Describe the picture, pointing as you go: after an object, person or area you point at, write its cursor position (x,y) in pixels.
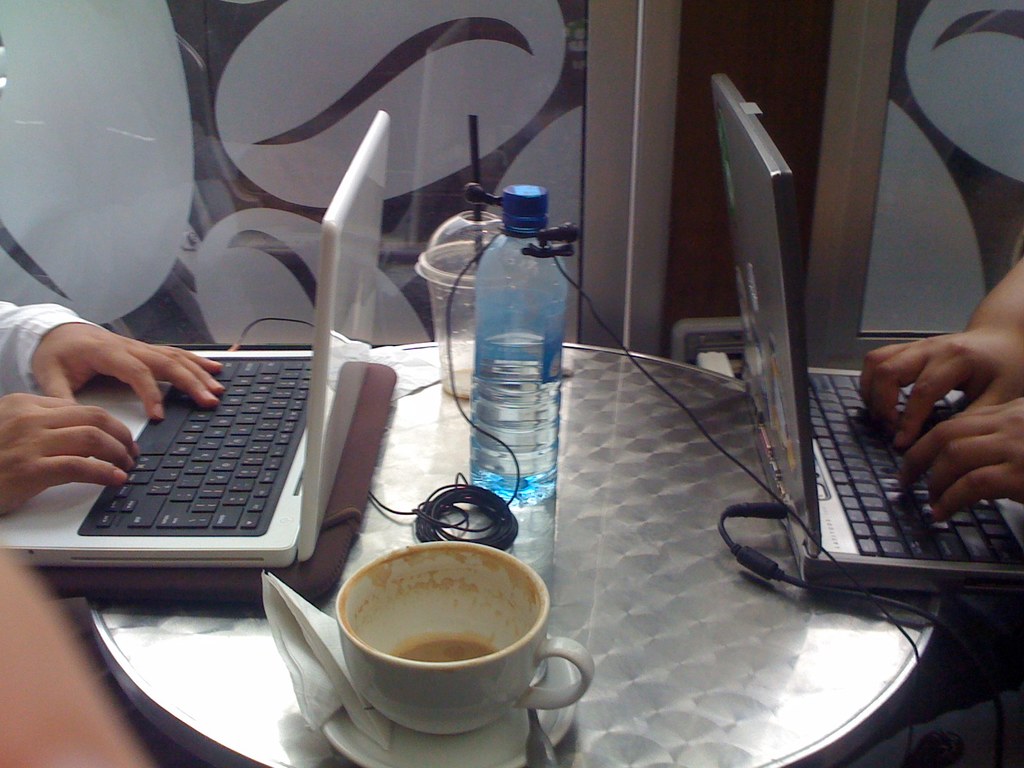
There are two persons (986,444) operating laptops (810,435) which are placed on a table (585,484) and there is a water bottle (520,369) and some other objects (487,503) placed on a table (648,560).
